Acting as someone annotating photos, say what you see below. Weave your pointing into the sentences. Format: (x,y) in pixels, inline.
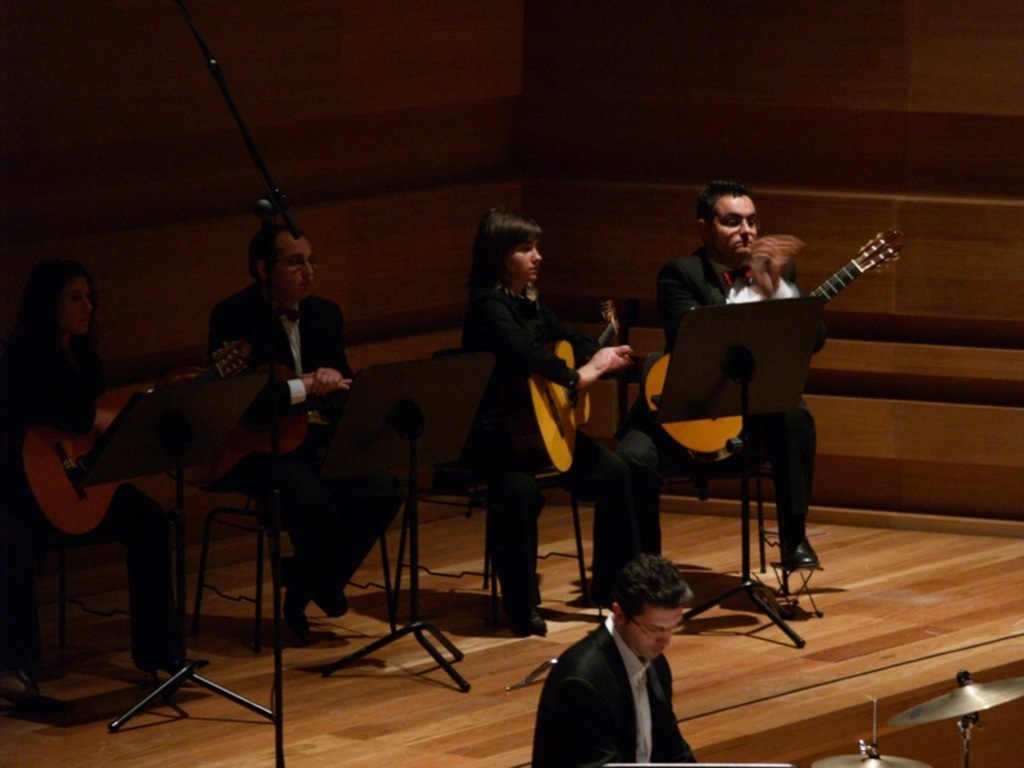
Background (853,145) is dark. We can see persons (527,296) sitting on chairs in front of music stands (799,348) and holding guitars (672,424). This is a platform (821,598). Here we can see other man (666,661), wearing spectacles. These are cymbals (909,716).
